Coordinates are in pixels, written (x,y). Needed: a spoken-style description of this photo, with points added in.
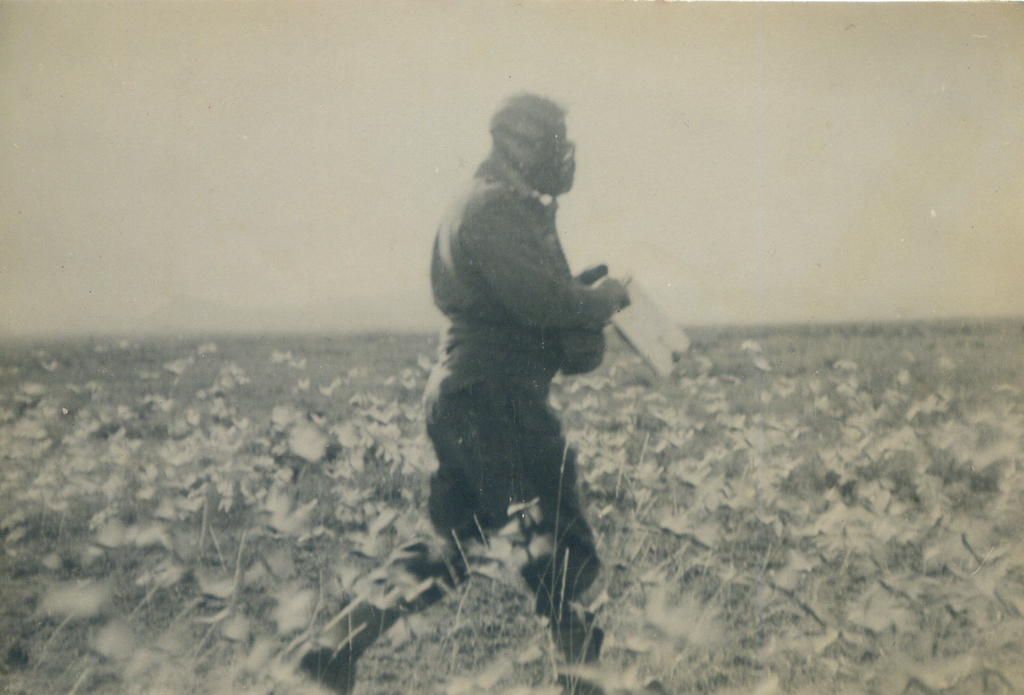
This person (519,242) is walking and holding an object (624,322). Here we can see plants (620,439).
